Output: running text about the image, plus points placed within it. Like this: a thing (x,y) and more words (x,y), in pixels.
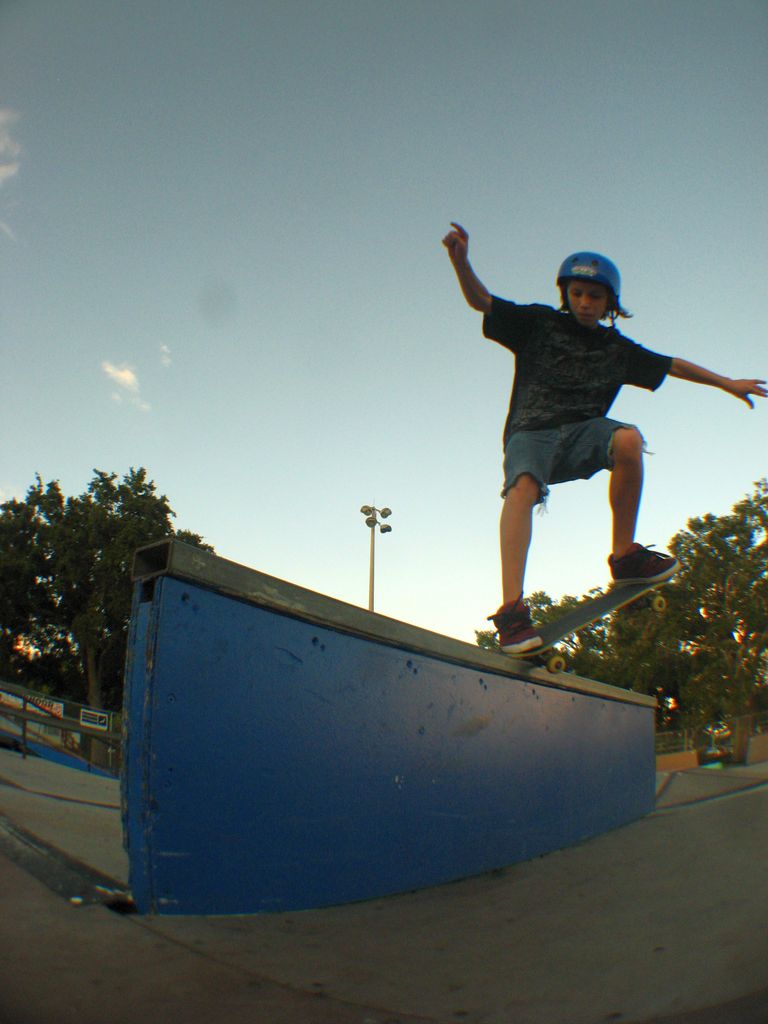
In this image we can see a person (504,574) wearing helmet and shoes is on the skateboard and skating on the wall (260,713). In the background (57,531), we can see trees (733,591), light pole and the blue color sky (189,352) with clouds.
